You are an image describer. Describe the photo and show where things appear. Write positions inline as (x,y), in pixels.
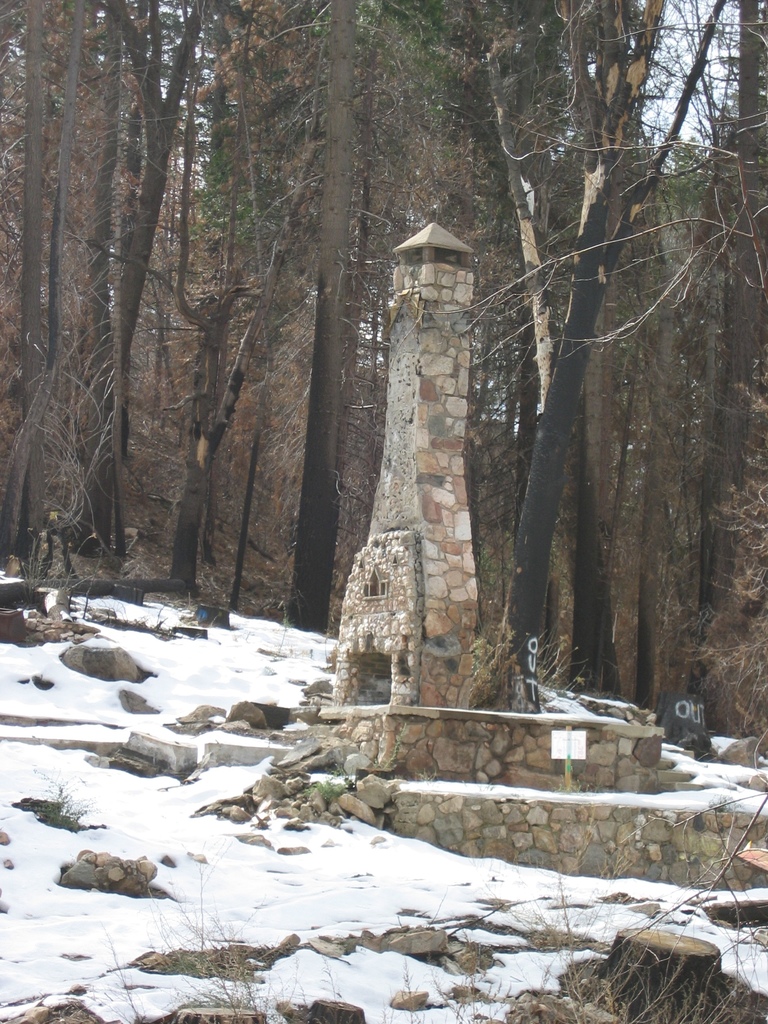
In this picture we can see an architecture (421,496). Behind the architecture (419,424) there are trees (457,173) and the sky (645,0). In front of the architecture (404,309) there are stones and the snow (172,712).
